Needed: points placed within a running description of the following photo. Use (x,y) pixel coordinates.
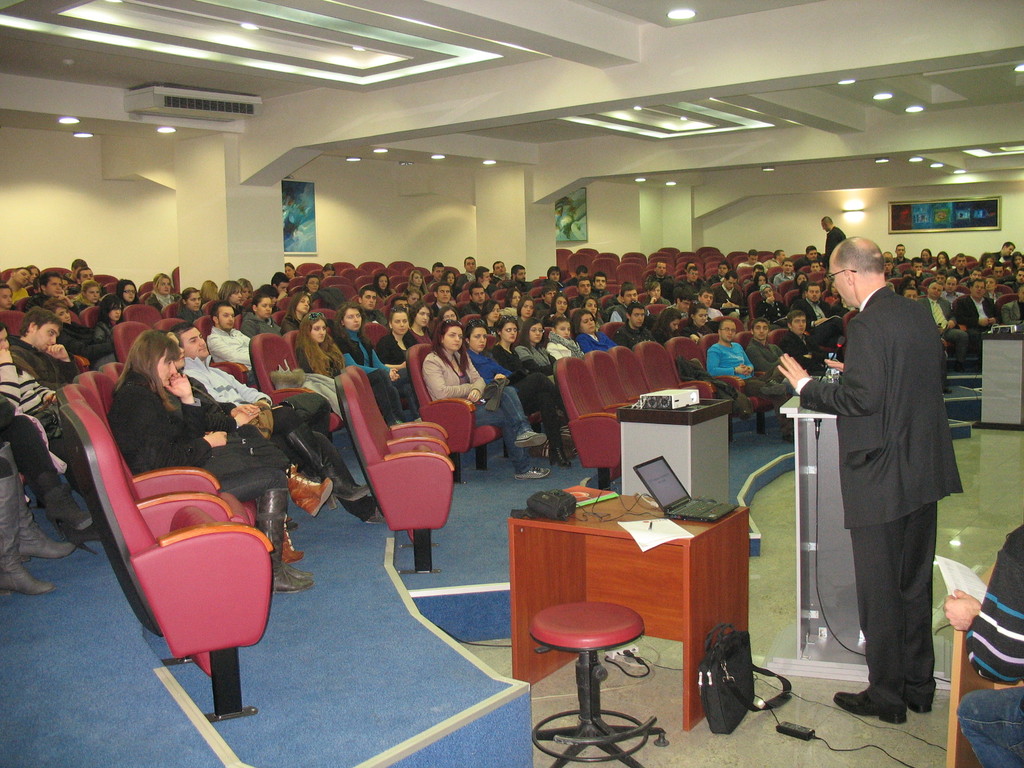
This is a picture of auditorium (449,320). Here we can see all the persons (478,327) sitting on a chairs (256,370). we can see few photo frames (290,200) over a wall (353,210). This is ceiling light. This is air conditioner (228,114). Here we can see a man (836,399) standing in front of a podium (807,599) and on the table (730,525) we can see laptop (682,518), pen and a paper (647,532). There is a bag (715,667) and chair (596,640) near to the table (666,637).
